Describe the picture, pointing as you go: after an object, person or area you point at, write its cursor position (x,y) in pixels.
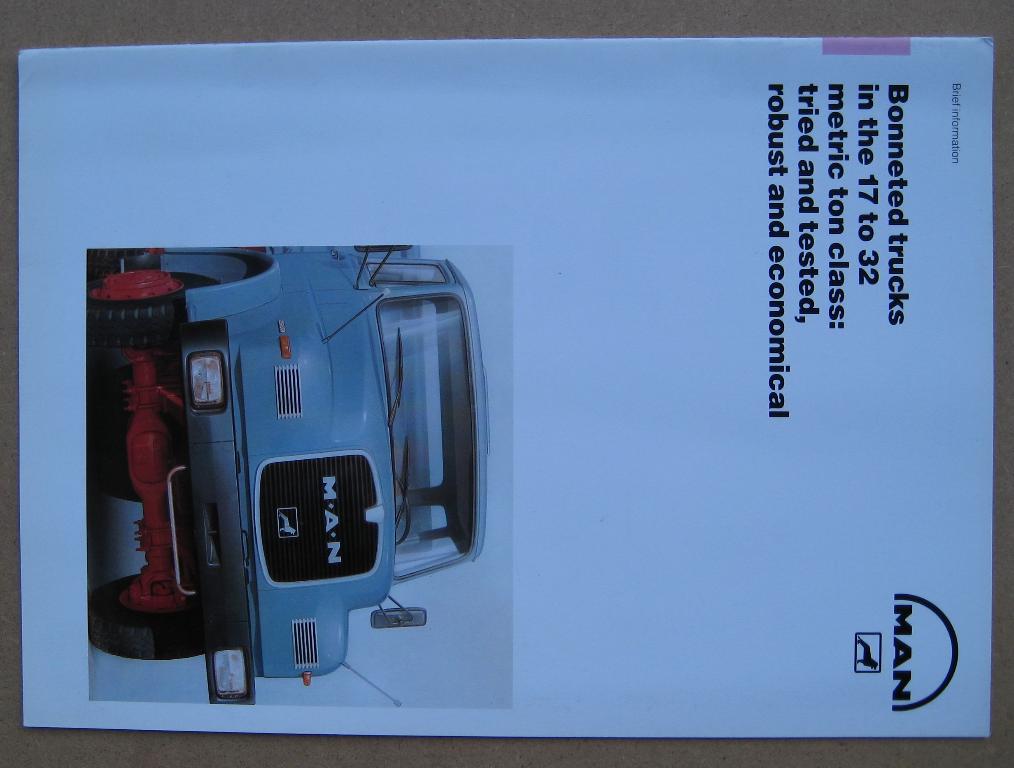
In this image we can see there is a poster (571,338). On the poster (600,372) there is some text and an image (418,470) of a vehicle (289,477).
